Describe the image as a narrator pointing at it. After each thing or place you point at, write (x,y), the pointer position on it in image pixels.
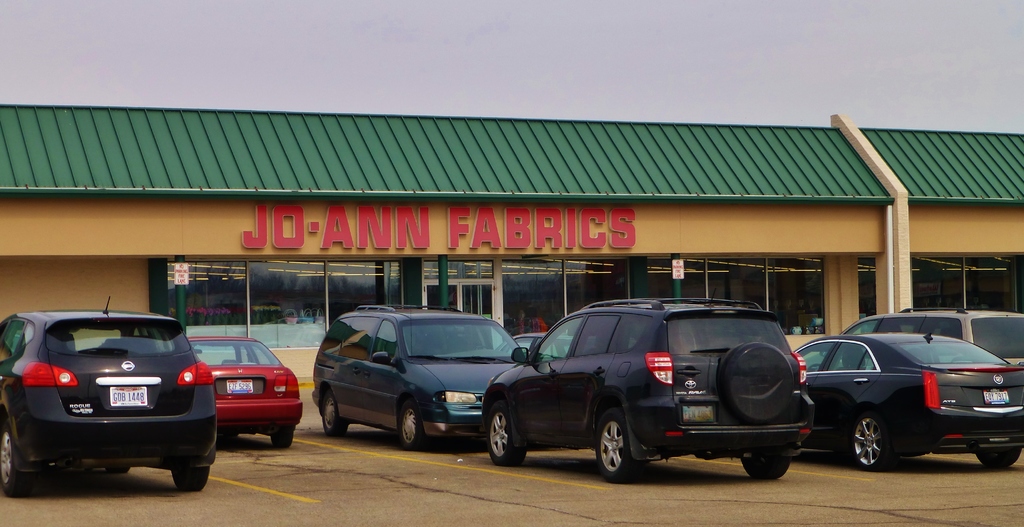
In this image we can see a store (467,239). And we can see the roofing (241,194), windows (295,318) and doors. And we can see the vehicles (397,378) parked in front of the store (843,330). And at the top (669,58) we can see the sky (685,45).
